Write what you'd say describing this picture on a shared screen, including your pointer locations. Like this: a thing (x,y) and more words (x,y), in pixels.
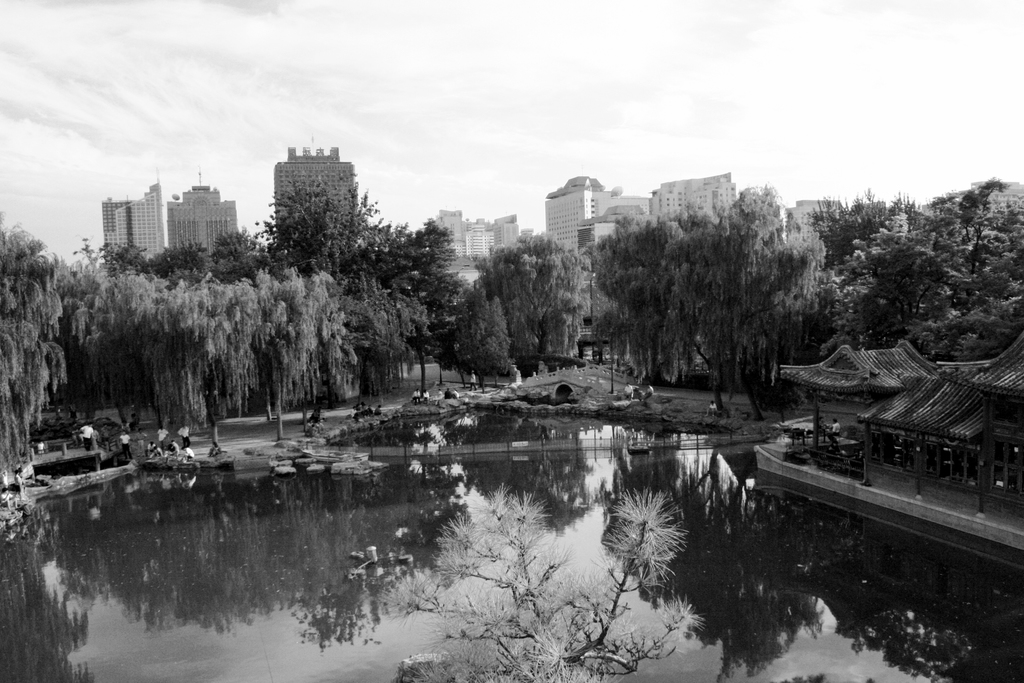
In this picture we can see water (434,495) and few people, in the background (358,348) we can find few trees (359,280), buildings (155,216) and clouds (97,241), it is a black and white photography.
